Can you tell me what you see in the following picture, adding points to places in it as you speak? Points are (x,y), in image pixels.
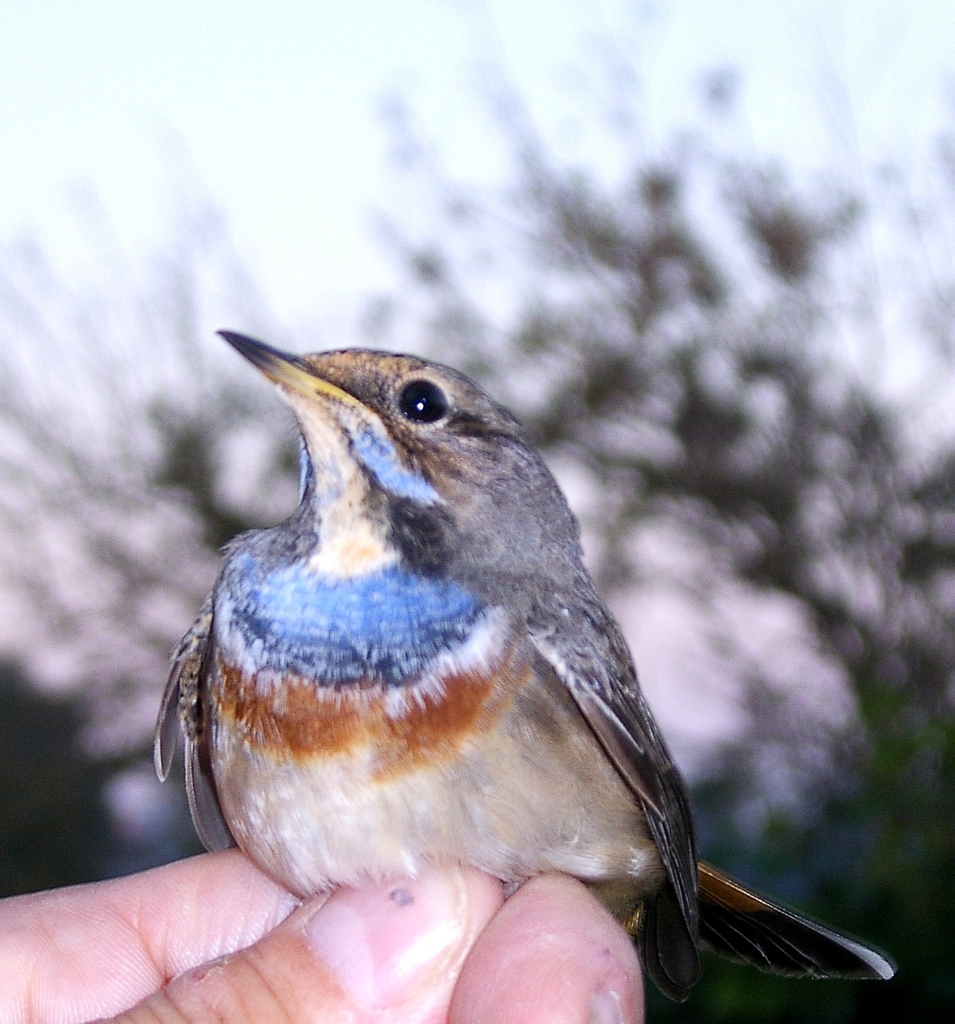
In this picture there is a person (636,999) holding the bird (431,696). At the back (813,1015) there is a tree (846,480). At the top (314,79) there is sky (295,56) and the bird (420,774) is in blue, orange, brown and in cream color.
